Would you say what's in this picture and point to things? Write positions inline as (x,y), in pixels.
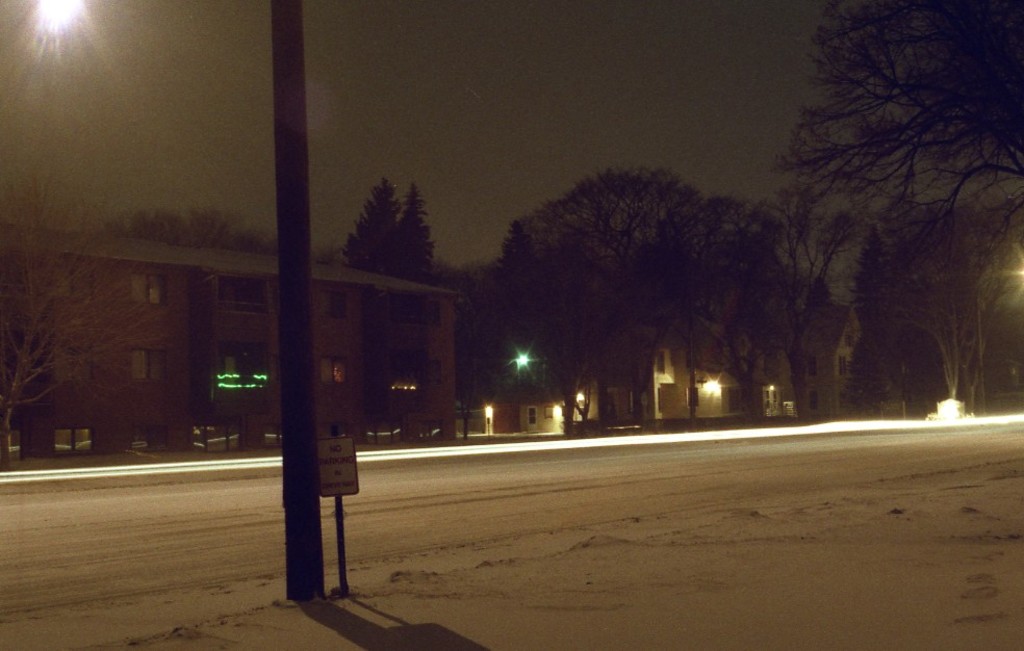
There is a road (507,466). Also there is a pole (300,356) and a board (326,471) with a pole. In the background (227,354) there are trees (615,348), lights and buildings (428,395). Also there is sky (526,61).
